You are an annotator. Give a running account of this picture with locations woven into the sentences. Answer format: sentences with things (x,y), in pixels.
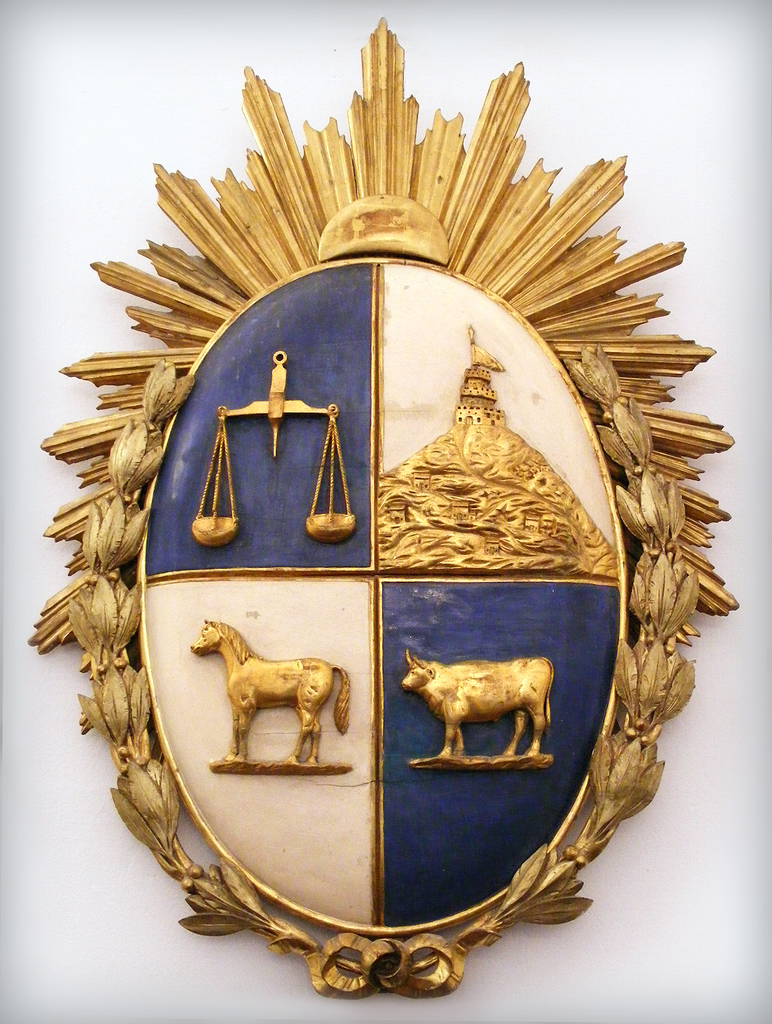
In this image we can see a wall decor (471,775) placed on the wall (33,830).
